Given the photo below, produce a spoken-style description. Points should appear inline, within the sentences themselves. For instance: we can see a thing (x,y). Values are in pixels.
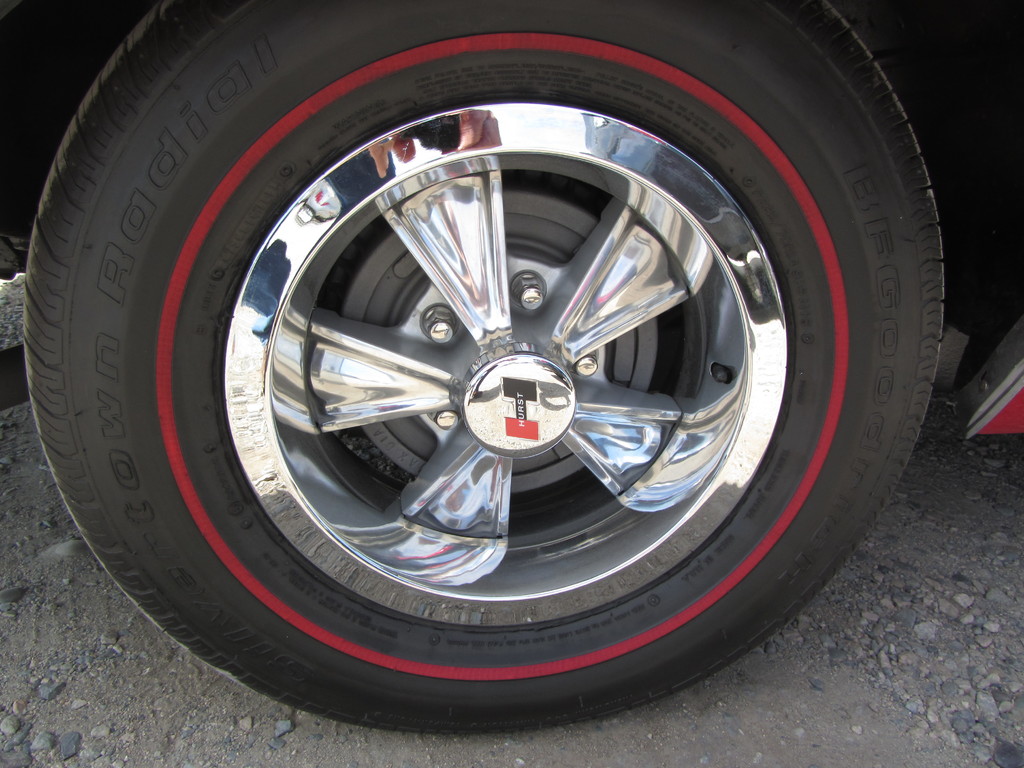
In the center of the image (603,352) a wheel (386,348) is present. At the bottom of the image (786,702) ground (803,678) is there.
